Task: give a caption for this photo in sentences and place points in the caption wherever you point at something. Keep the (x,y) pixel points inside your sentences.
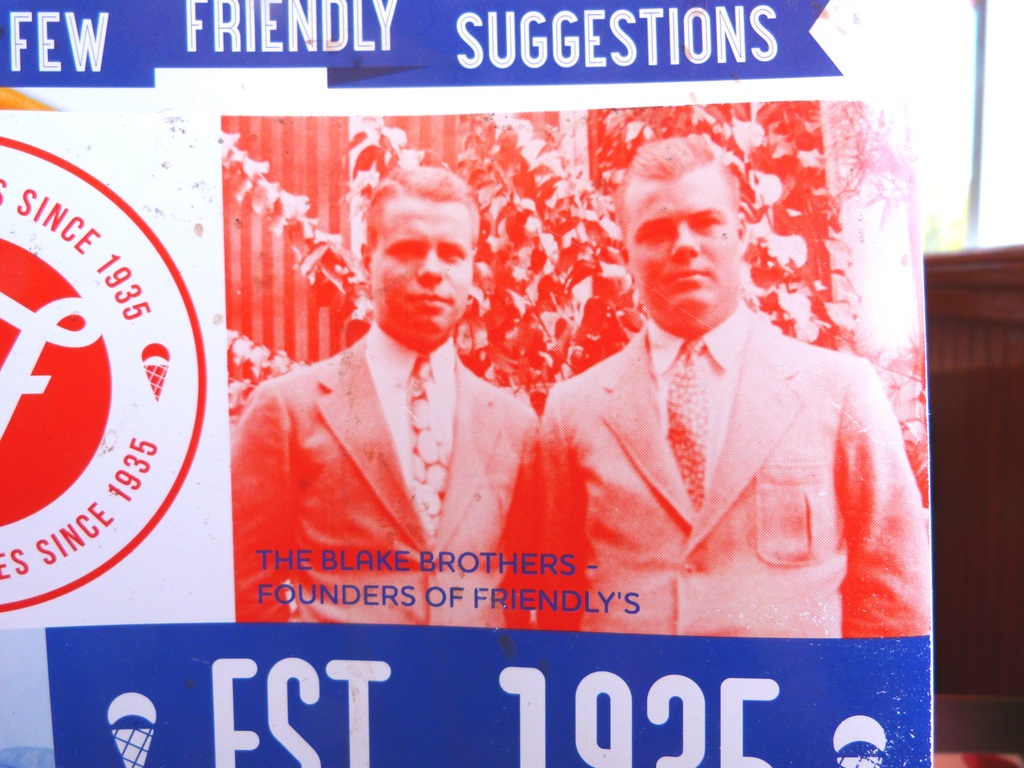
In this image we can see a poster (499,412) with some text (621,712) and there is a photo (609,382) and in the photo (720,506) we can see two persons (643,254).
